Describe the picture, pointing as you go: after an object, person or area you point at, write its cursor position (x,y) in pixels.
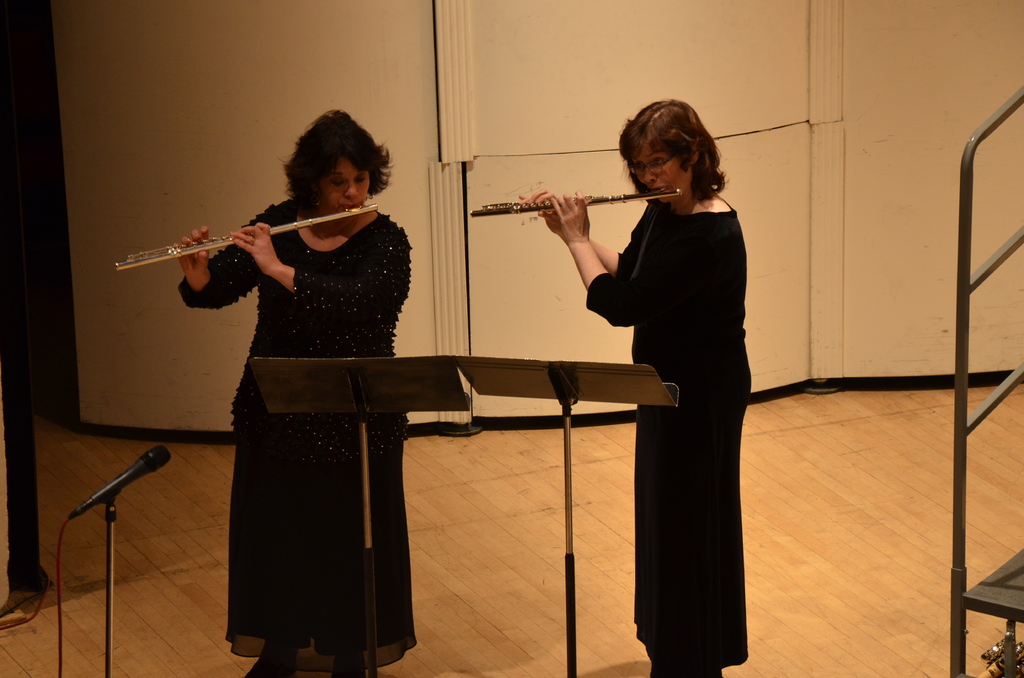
In this image we can see two ladies (323,317) are playing flutes (228,247), there is a mic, and two stands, there are rods (963,416), also we can see the wall (950,262).
